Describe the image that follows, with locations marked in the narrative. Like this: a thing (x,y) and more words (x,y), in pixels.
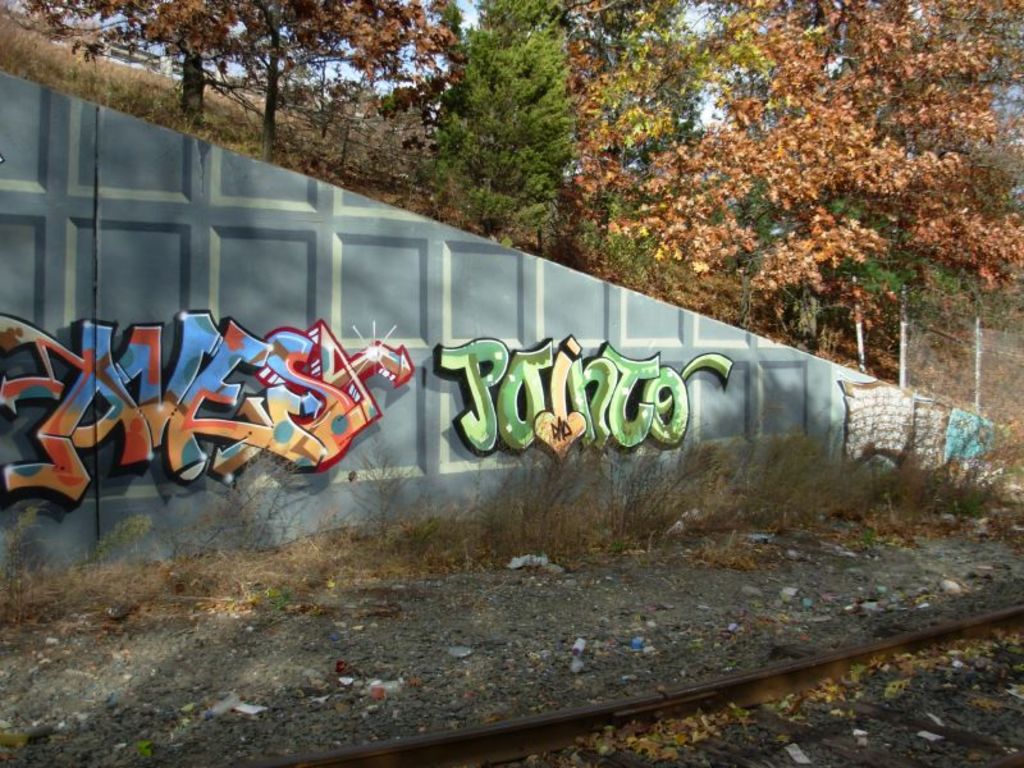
In this image I can see a brown colour railway track (771,705) in the front (573,726). In the background (460,539) I can see the wall (455,296), grass (764,454), number of trees (838,313) and on the wall (359,317) I can see something is written. I can also see number of things (626,742) on the ground (527,588).
